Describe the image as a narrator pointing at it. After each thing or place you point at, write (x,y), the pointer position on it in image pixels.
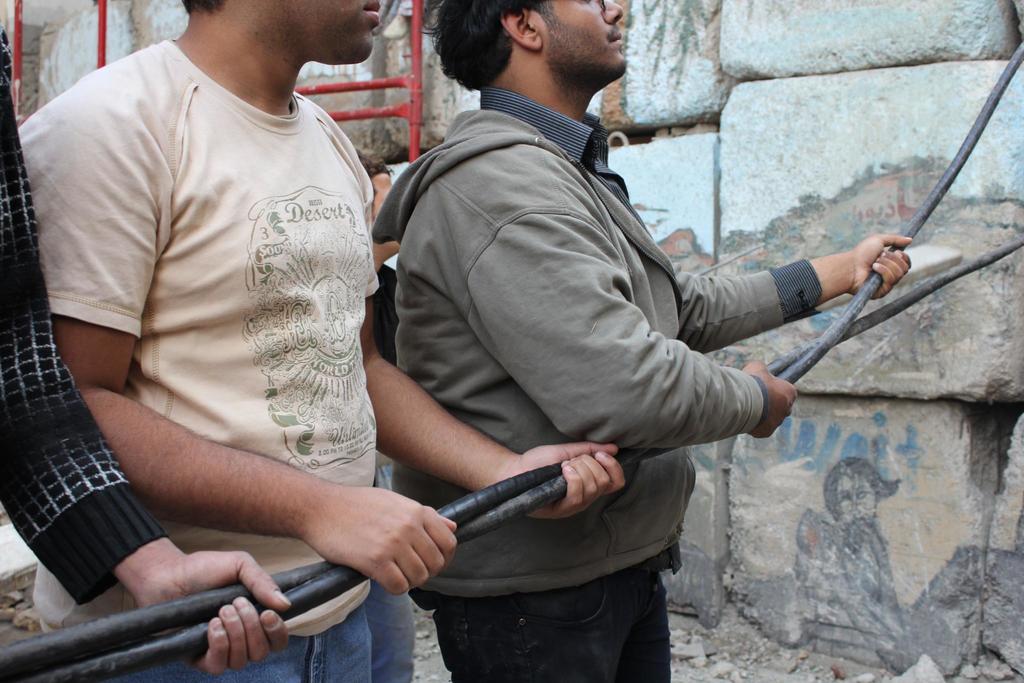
In this picture we can see three people (491,463) holding pipes (869,289) with their hands (402,583) and in the background (782,561) we can see a person (374,589), rods (376,88), stones (807,20).
